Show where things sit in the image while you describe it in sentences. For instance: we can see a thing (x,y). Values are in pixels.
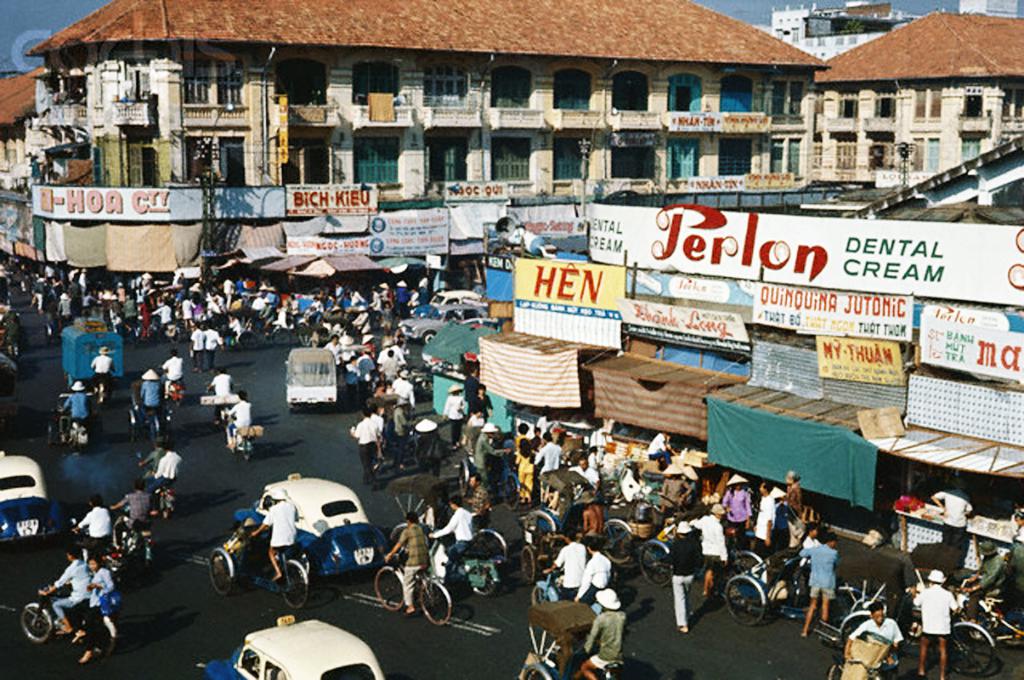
In this picture we can see group of people (599,498), few are walking, and few people (168,477) riding vehicles (160,487) and bicycles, in the background (500,147) we can see few hoardings (572,277) and buildings (693,151).
